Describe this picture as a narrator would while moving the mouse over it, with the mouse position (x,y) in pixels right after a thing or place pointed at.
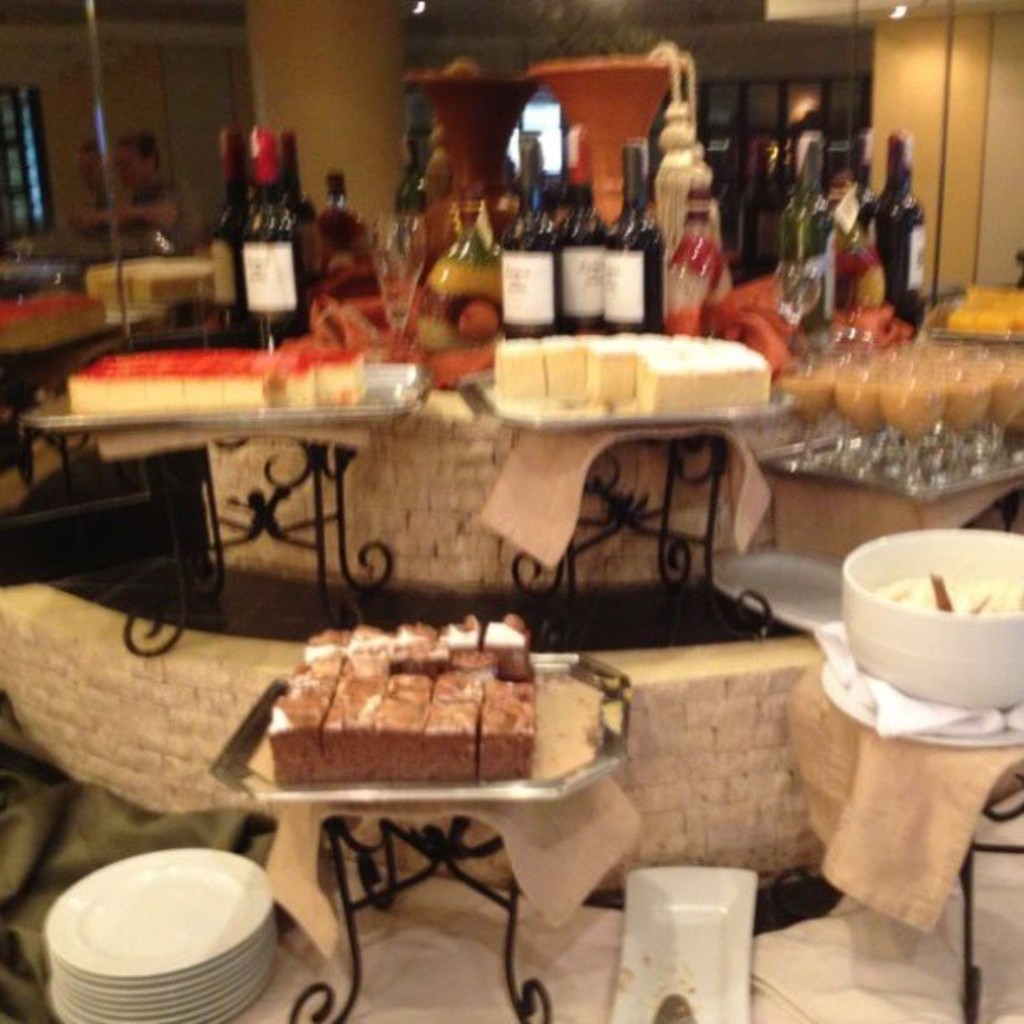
In the foreground of this image (608,298), there are tables (501,424) on which bottles (290,291), cakes (497,364), glasses (398,309), pot (600,112), and clothes (745,308) are placed on it. On the bottom of this image (419,1023), there are platters (171,941), food (453,716) on the table (468,829). In the background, there are glasses (932,390), bottles (870,225), pillar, and the wall (61,111).
